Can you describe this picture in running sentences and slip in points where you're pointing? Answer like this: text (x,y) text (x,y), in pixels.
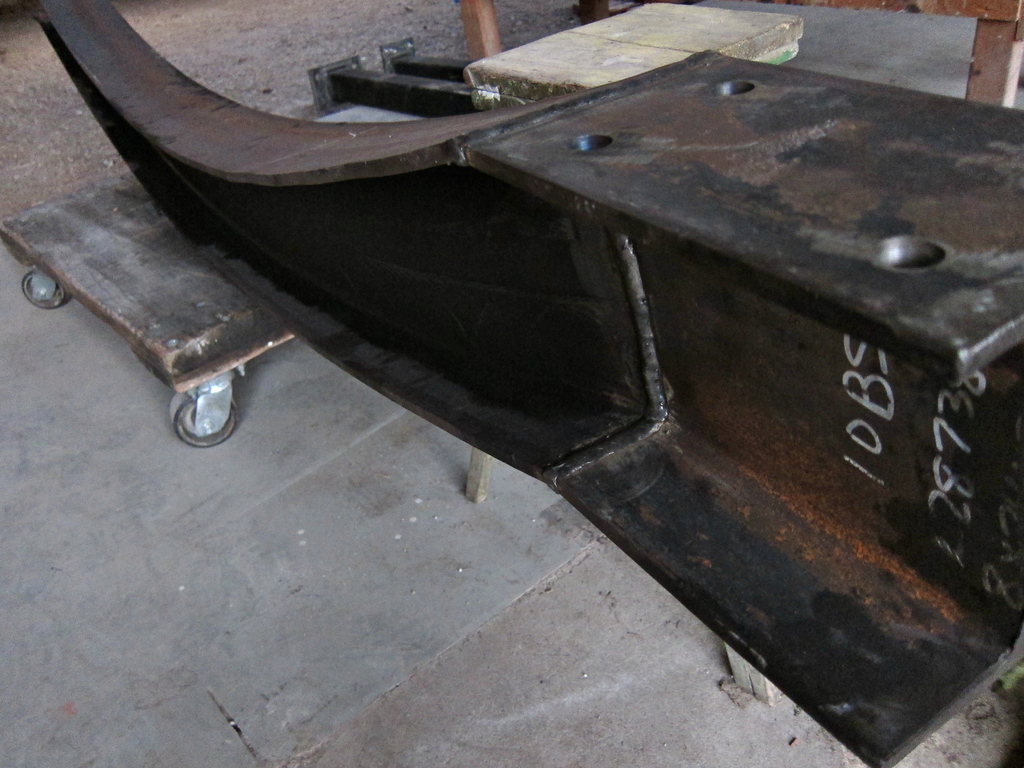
In this image I can see some object (1013,456) which is in brown color, in front (177,305) I can see a wooden trolley (196,305).
